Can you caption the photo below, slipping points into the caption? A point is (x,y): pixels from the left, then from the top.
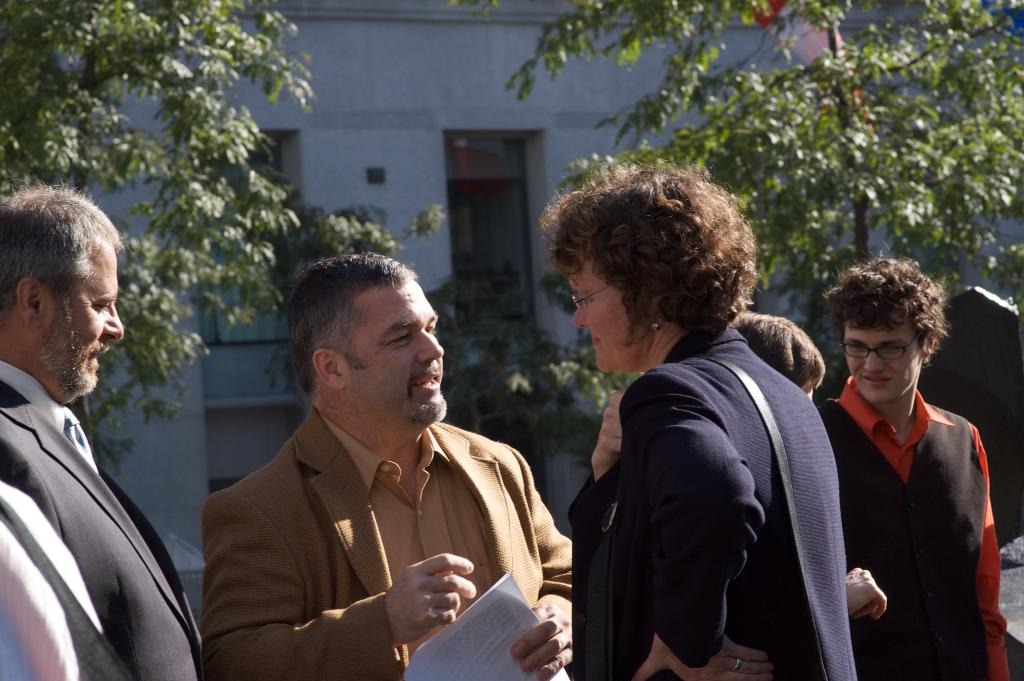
In the image in the center (391,429), we can see a few people (610,541) are standing and they are smiling, which we can see on their faces (48,330). In the background (495,426) there is a building (415,114), door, window (511,140) and trees (835,196).
